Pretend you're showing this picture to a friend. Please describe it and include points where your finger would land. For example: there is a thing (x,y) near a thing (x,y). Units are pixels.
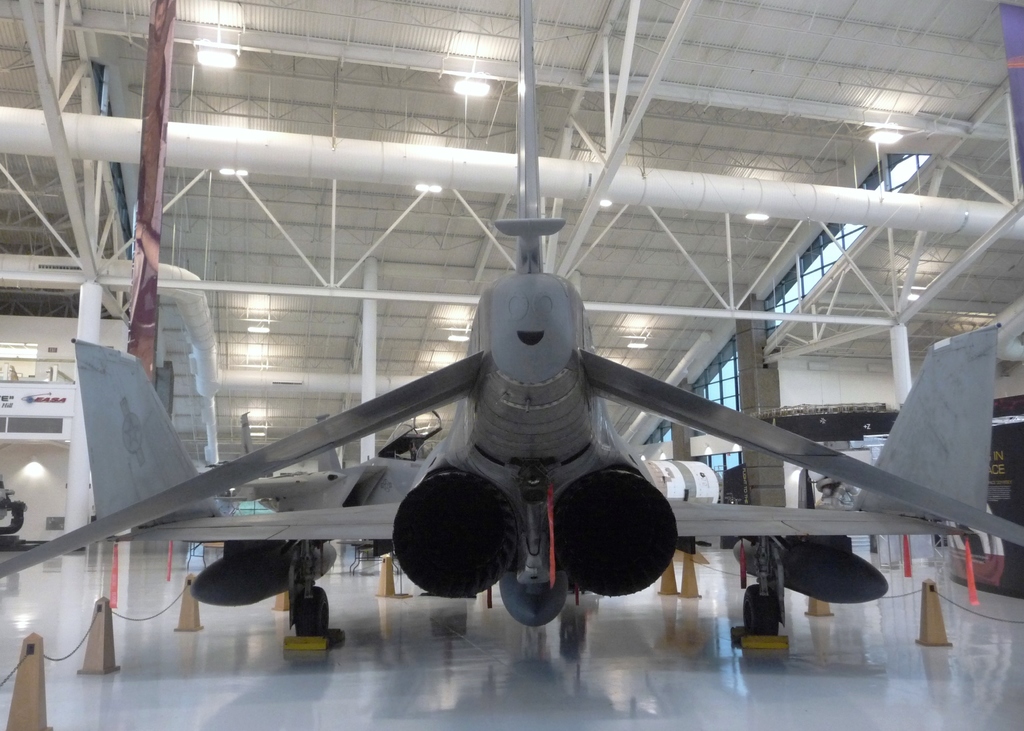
In the image on the floor (377,626) there is a flight (513,333). Around the flight (321,547) there is a fencing (28,676). At the top of the image (340,63) there is a ceiling (375,223) with lights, rods (360,260) and pipes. In the background (761,374) there are pillars (750,392).
